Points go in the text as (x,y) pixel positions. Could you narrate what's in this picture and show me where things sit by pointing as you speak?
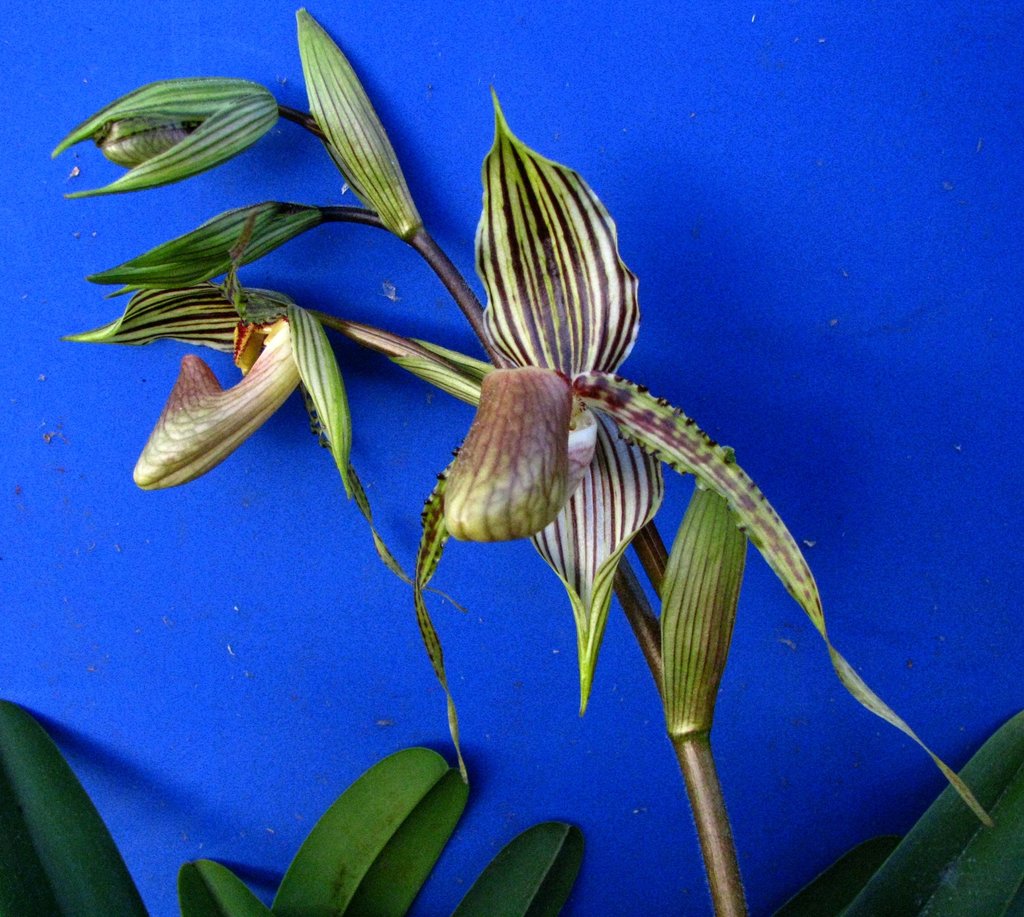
In this image we can see the plants (638,460) with blue background (755,32).
